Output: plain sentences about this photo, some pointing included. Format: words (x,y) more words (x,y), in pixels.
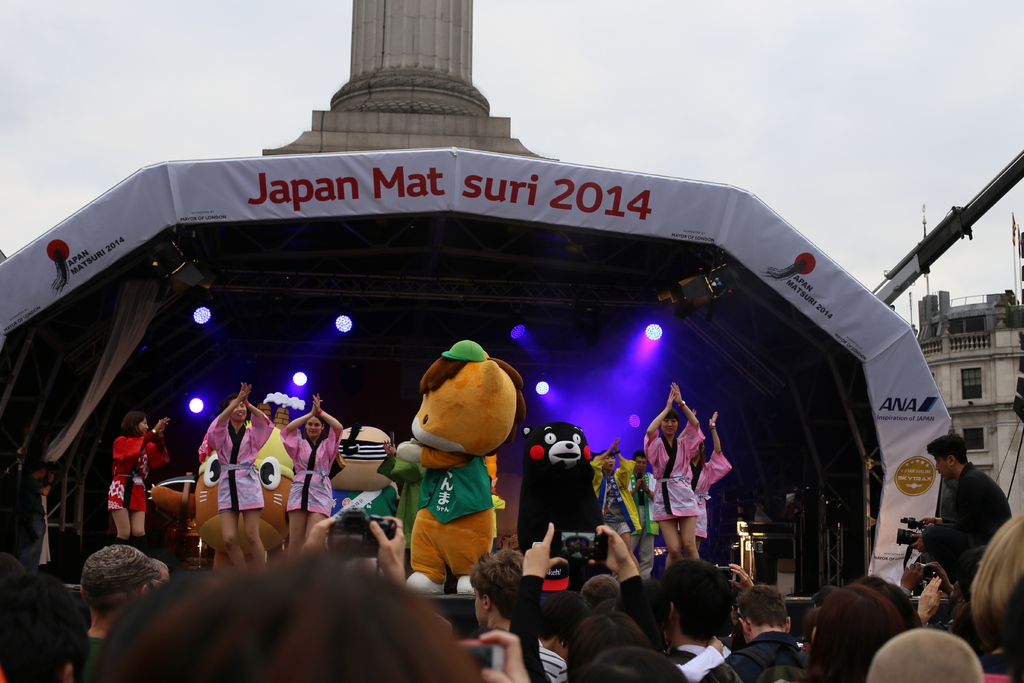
In the picture we can see few women (117,501) are dancing under the shed (841,435) inside the shed (856,435) we can see some lights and in front of them, we can see many people (898,644) are standing and capturing them with the cameras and in the background (56,157), we can see a part of the pillar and besides we can see a part of the building (993,299) with windows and the sky (104,144).
